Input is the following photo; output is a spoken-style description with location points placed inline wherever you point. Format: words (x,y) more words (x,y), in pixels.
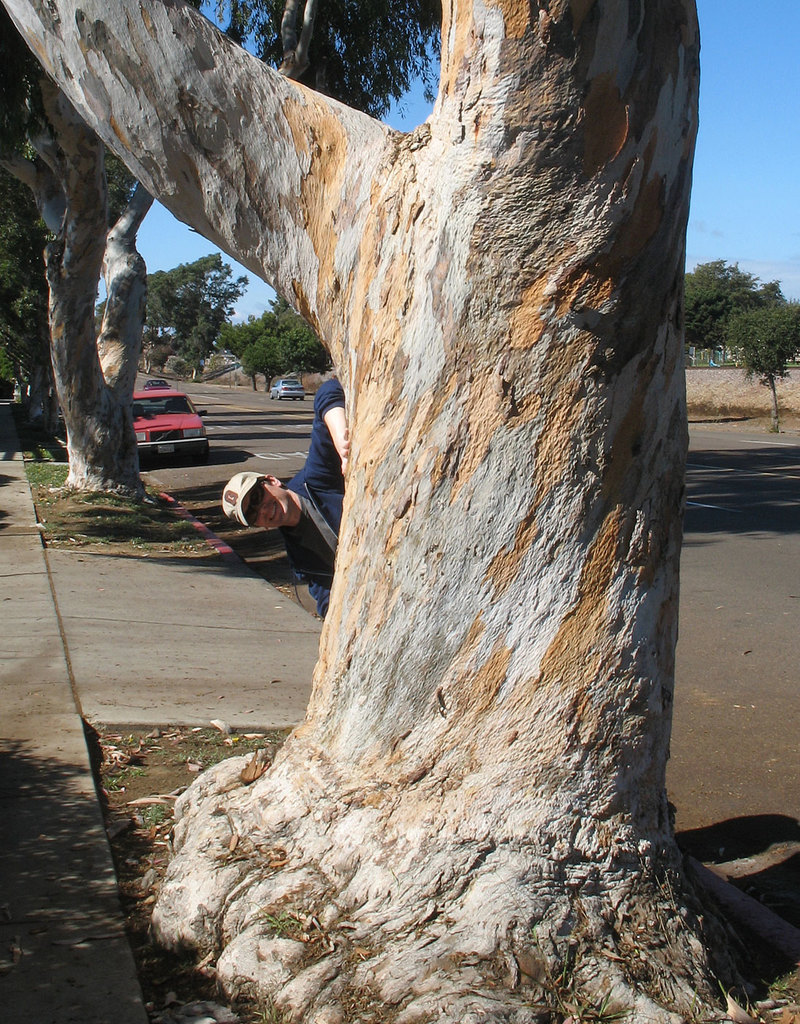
It is a branch (533,440) of a tree (535,434) and here a person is there. On the left side (188,414) there is a red color car (194,450) on the road (214,462).
